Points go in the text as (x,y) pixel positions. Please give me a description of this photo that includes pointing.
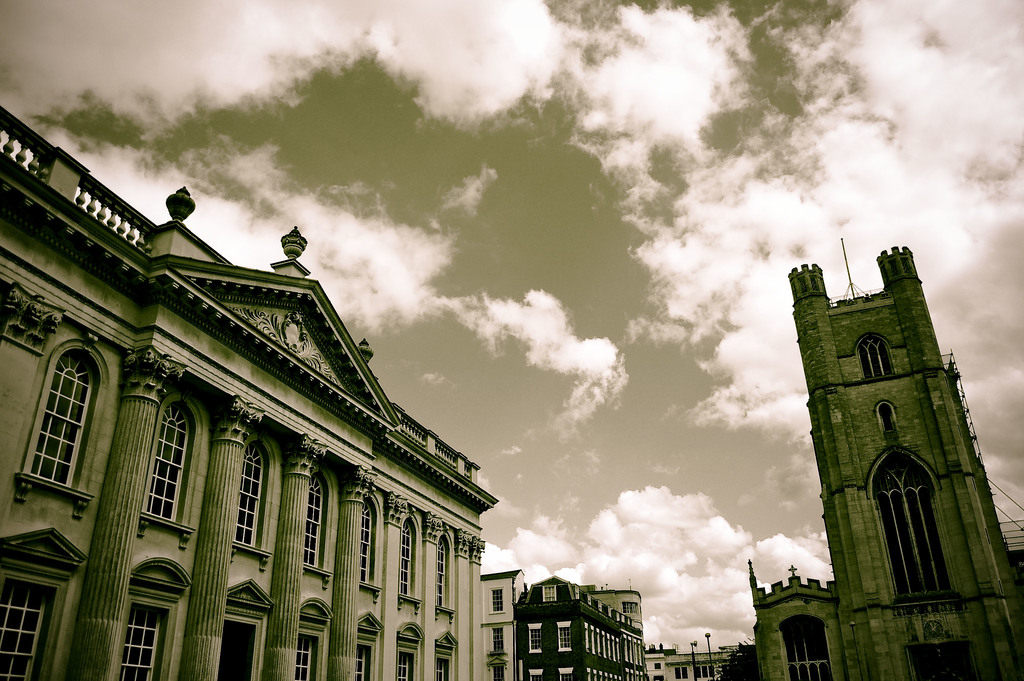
Here we can see buildings (849,520) and windows (366,658). In the background (579,5) there is sky (592,120) with clouds (695,112).
